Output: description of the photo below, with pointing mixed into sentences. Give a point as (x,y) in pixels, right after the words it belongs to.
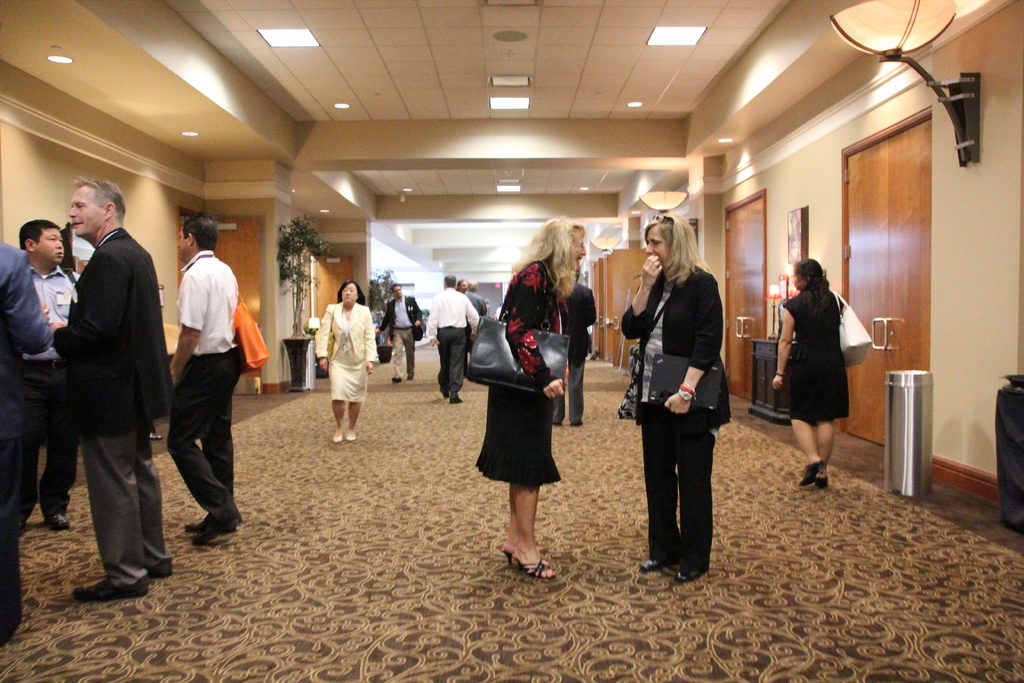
There are people (528,376) standing on the floor (564,414) as we can see in the middle of this image (404,407). There are doors (736,239) and a wall (340,248) in the background (610,264). We can see lights (286,37) arranged at the top of this image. There is a dustbin (920,459) on the right side of this image (908,447).
